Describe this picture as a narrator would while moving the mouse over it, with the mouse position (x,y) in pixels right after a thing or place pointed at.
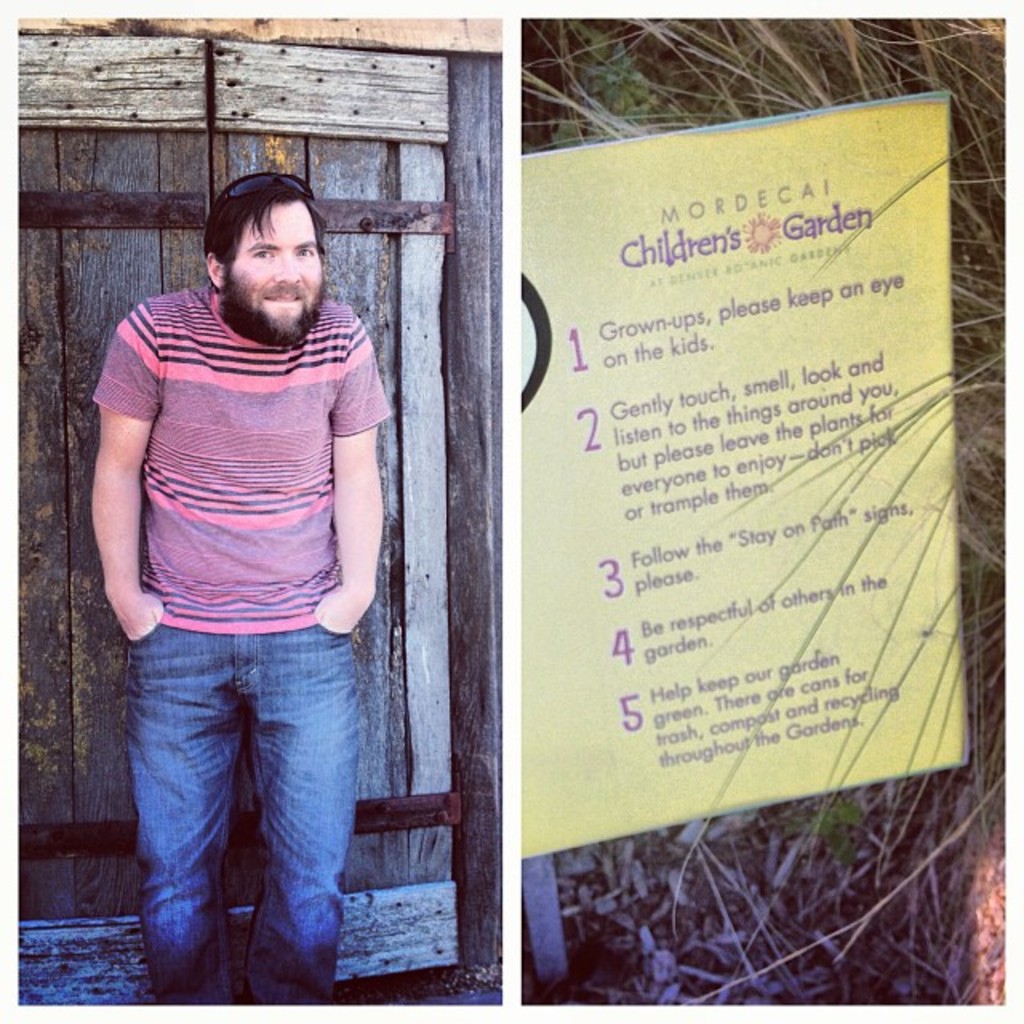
In the picture we can see a two photographs (725,917), in one photograph (122,830) we can see a man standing and with a T-shirt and keeping hands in the pocket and in the background (107,185), we can see a wooden wall (125,178) with some screws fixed to it and in the second photograph (699,958) we can see a yellow color board (898,153) with some information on it and behind it we can see grass (689,76).
